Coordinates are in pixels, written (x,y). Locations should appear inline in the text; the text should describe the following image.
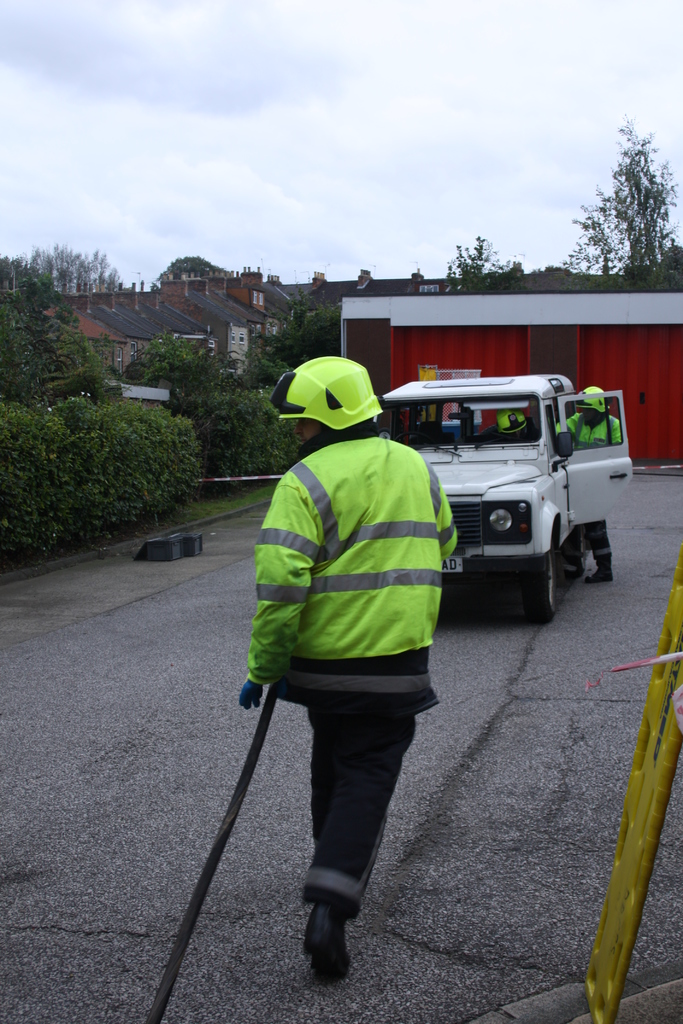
There is a vehicle (527,494) on the road (557,646). Here we can see three persons (436,521), plants (287,423), trees (49,257), and houses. In the background (139,48) there is sky (441,105).
